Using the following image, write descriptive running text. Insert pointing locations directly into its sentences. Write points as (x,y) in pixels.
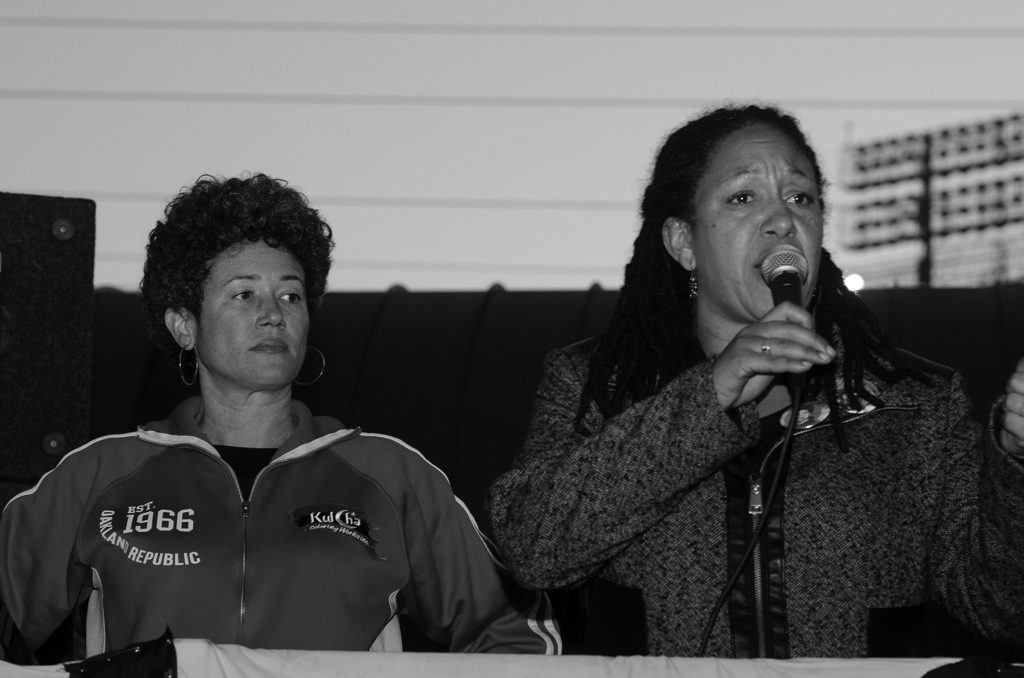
This is a black and white picture. There are two persons (455,522) standing, one person (747,406) is holding the mike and talking. At background (79,383) I can see a black color object (41,436) here at the left corner of the image (37,350).
